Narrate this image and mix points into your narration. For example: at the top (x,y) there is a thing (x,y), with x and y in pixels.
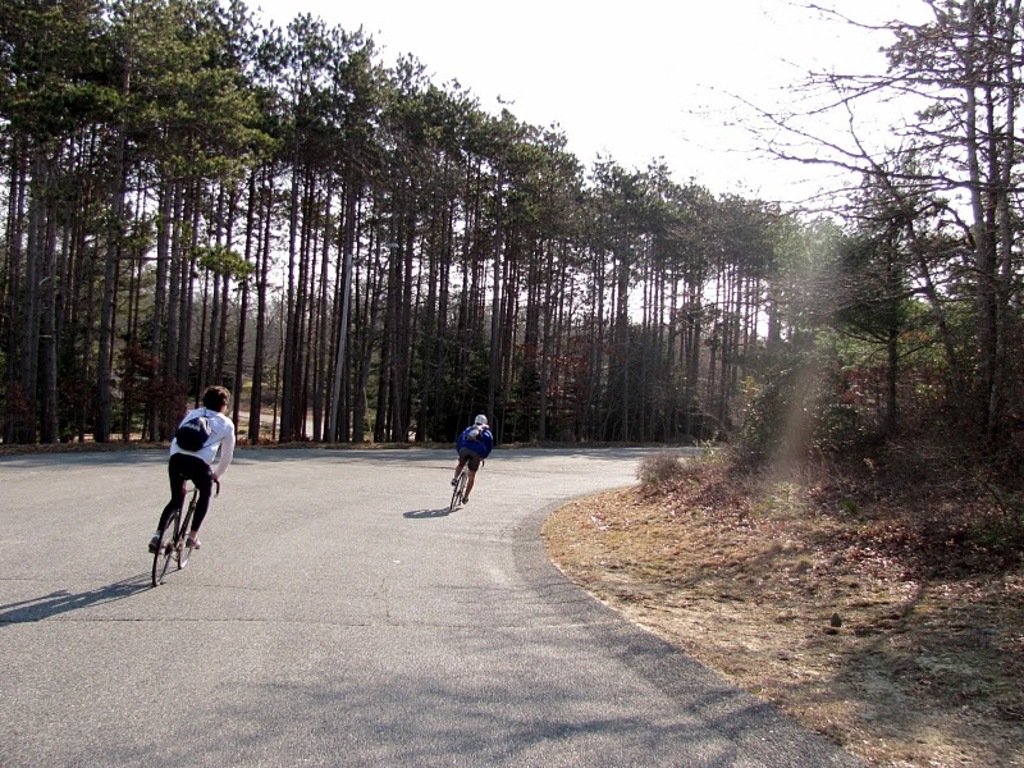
In this picture we can see couple of people (200,492), they are riding bicycles (170,541) on the road (368,486) and they are carrying backpacks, in front of them we can see few trees (629,362).
